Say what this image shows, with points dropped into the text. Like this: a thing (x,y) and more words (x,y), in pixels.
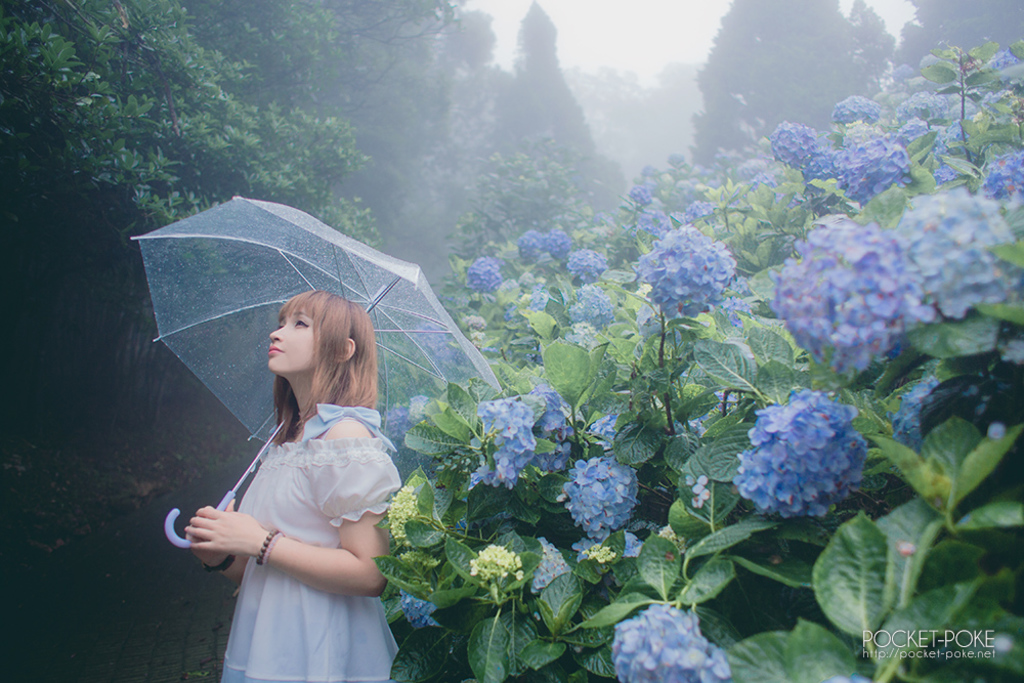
In the image we can see a woman (335,593) standing, wearing clothes (271,609), bracelets (260,557) and holding an umbrella (249,469) in hand (245,545). Here we can see flowers (748,477), pale purple and white in color, here we can see the leaves (527,562), trees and the sky (623,29). On the bottom right (925,630) we can see the watermark (885,632).
